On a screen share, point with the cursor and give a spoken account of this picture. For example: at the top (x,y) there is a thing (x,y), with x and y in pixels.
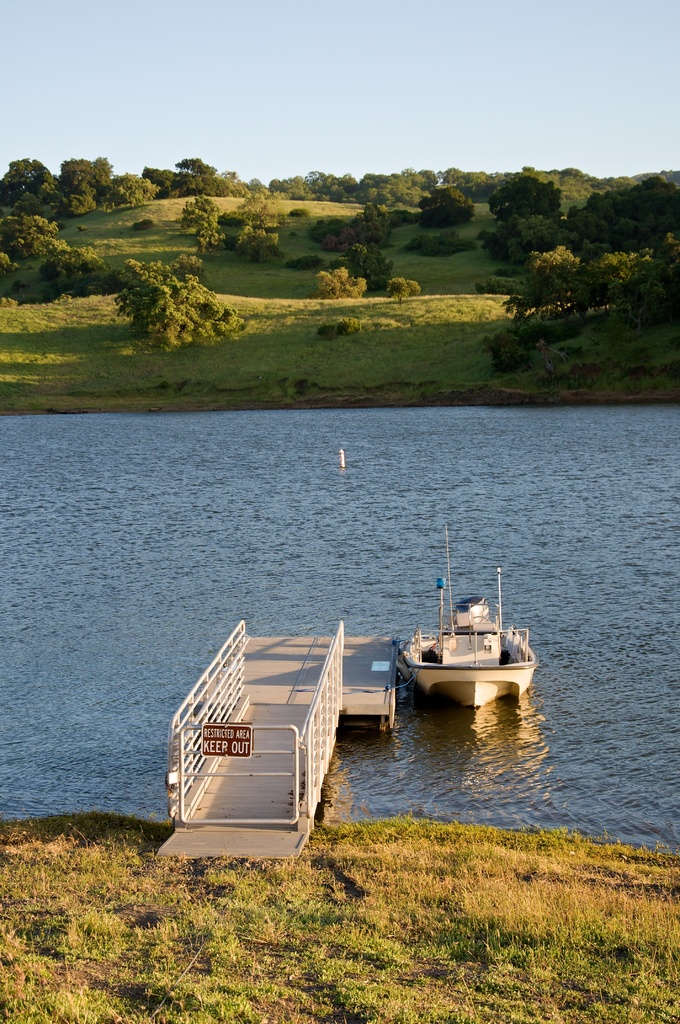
In this picture there is a boat (474,674) on the water (544,714), beside that we can see the small bridge (385,688). At the bottom (201,1004) we can see grass (306,893). On the gate (285,726) there is a sign board (219,737), beside that we can see the fencing (322,677). In the background (143,171) we can see mountain (12,268), trees (4,230), plants (337,277) and grass (424,263). At the top (527,10) there is a sky (427,10).
